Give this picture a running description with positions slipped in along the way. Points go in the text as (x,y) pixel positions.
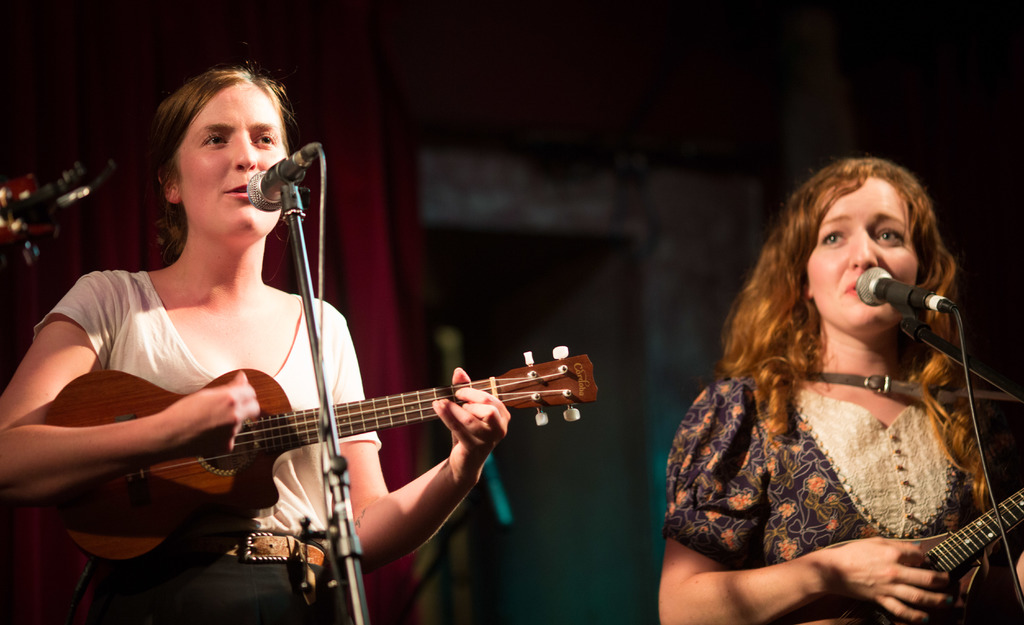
They are both standing on a stage (395,228). They are both playing musical instruments (364,407).
